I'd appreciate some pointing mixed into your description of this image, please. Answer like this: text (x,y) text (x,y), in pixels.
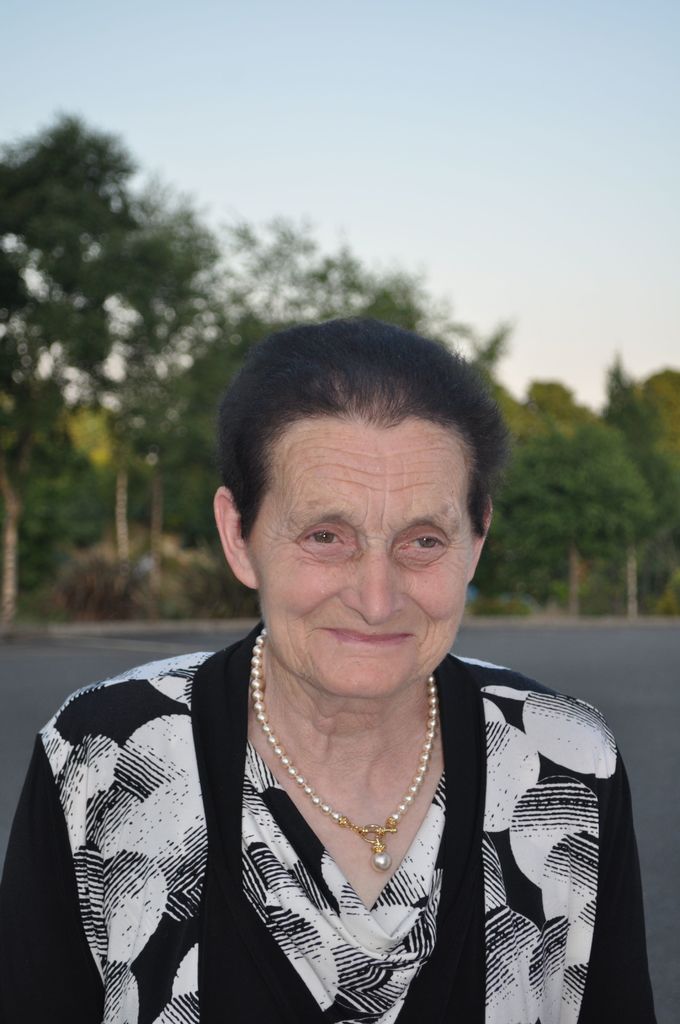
In this picture we can see a woman (319,561) smiling. In the background (556,668) we can see the road (48,643), trees (123,382) and the sky (443,182).
